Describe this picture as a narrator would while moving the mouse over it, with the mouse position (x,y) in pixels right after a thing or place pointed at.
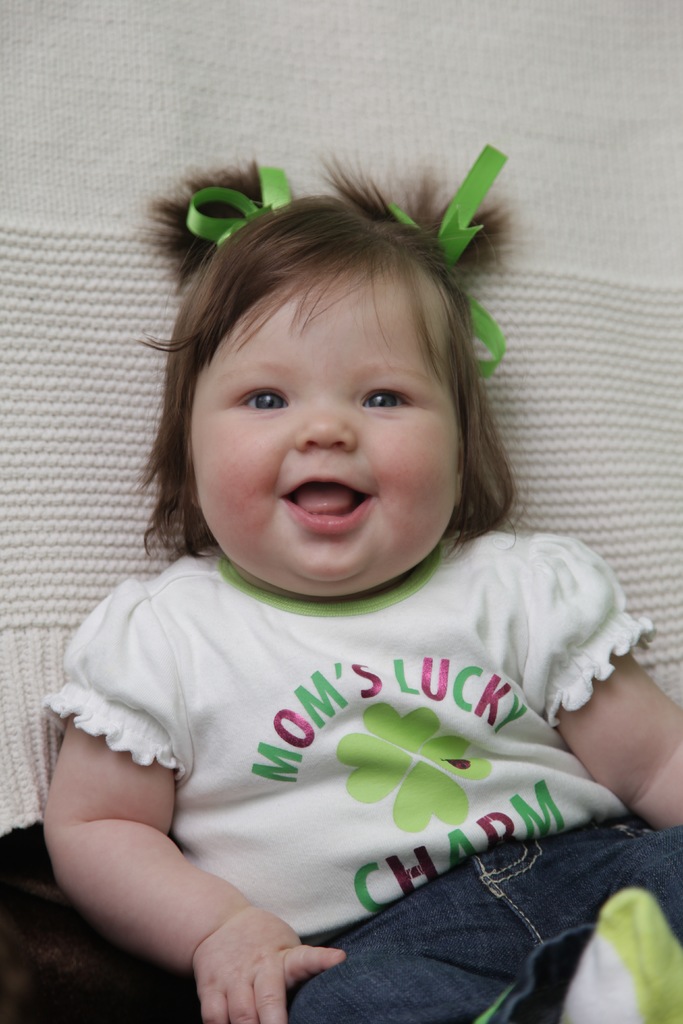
In this image, we can see a baby (322,388) wearing clothes (466,784). In the background (68,608), there is a cloth (505,66).
